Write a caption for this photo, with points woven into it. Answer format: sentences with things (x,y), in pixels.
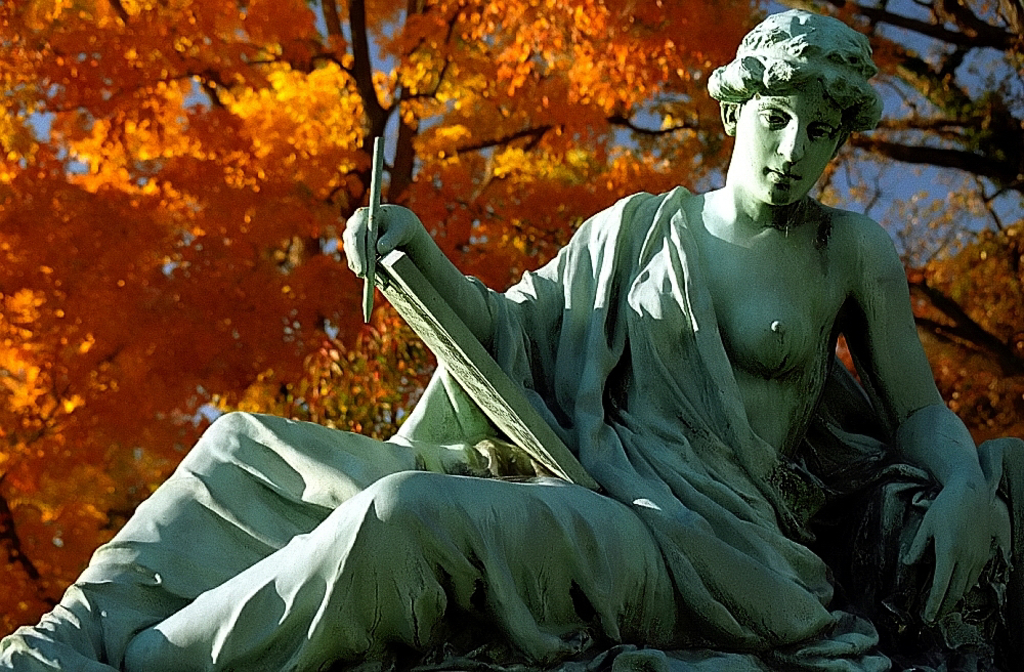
In this image there is sculpture (537,290). There are trees (334,132) and colorful leaves (566,201). There is sky (982,222).
